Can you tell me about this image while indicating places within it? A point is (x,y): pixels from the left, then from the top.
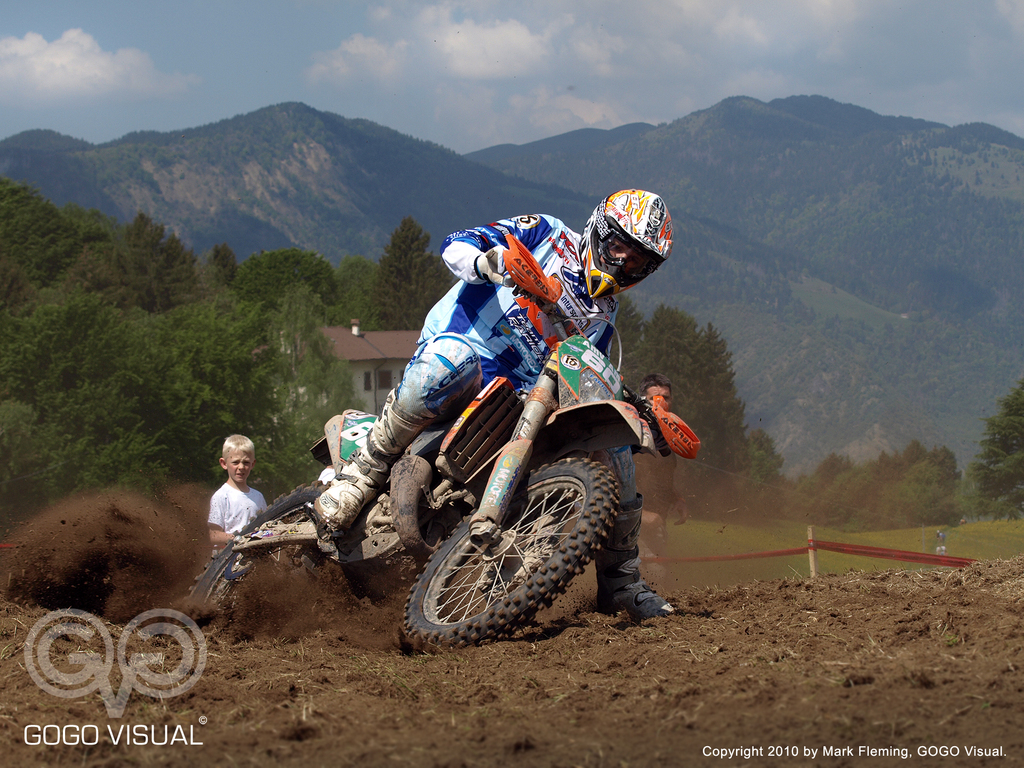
In this image we can see three person's (461,370) a person (433,392) is riding a bike (535,507) on the ground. In the background (268,501) there are some trees (434,269), mountains (304,195), a house (397,339) and a sky (550,79).
